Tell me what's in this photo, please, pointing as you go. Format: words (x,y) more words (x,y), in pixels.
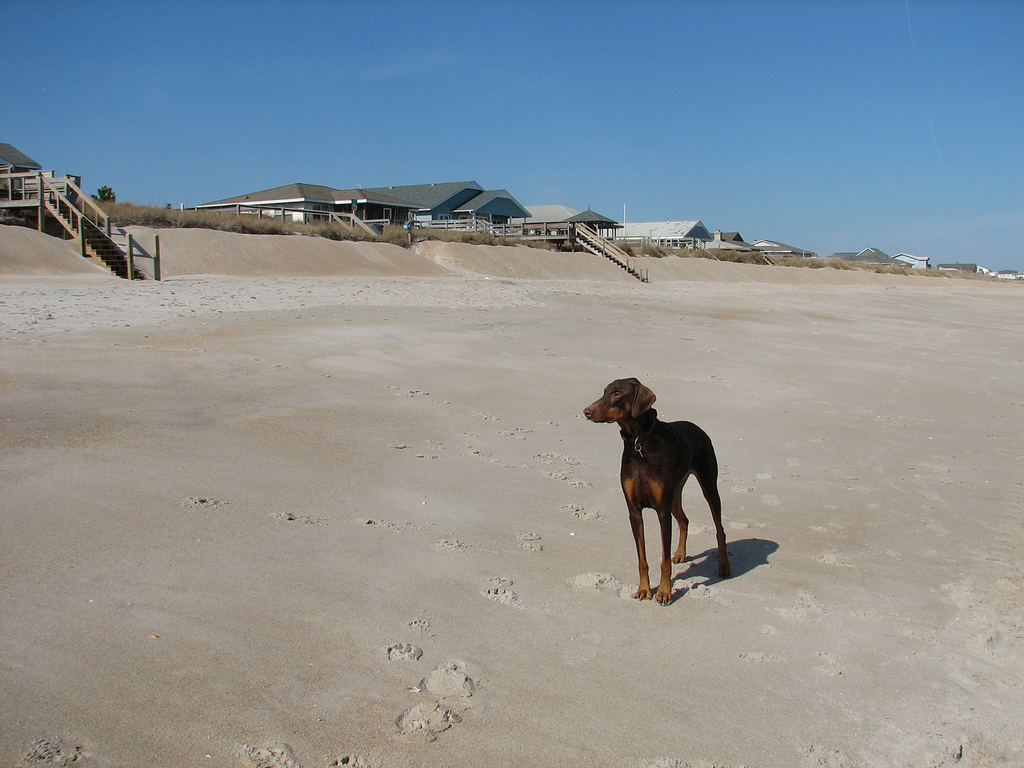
In this image I can see a dog (663,484) is standing on the ground (604,493). In the background (505,215) I can see houses (444,215), a tree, steps (72,230) and the sky (383,121).
